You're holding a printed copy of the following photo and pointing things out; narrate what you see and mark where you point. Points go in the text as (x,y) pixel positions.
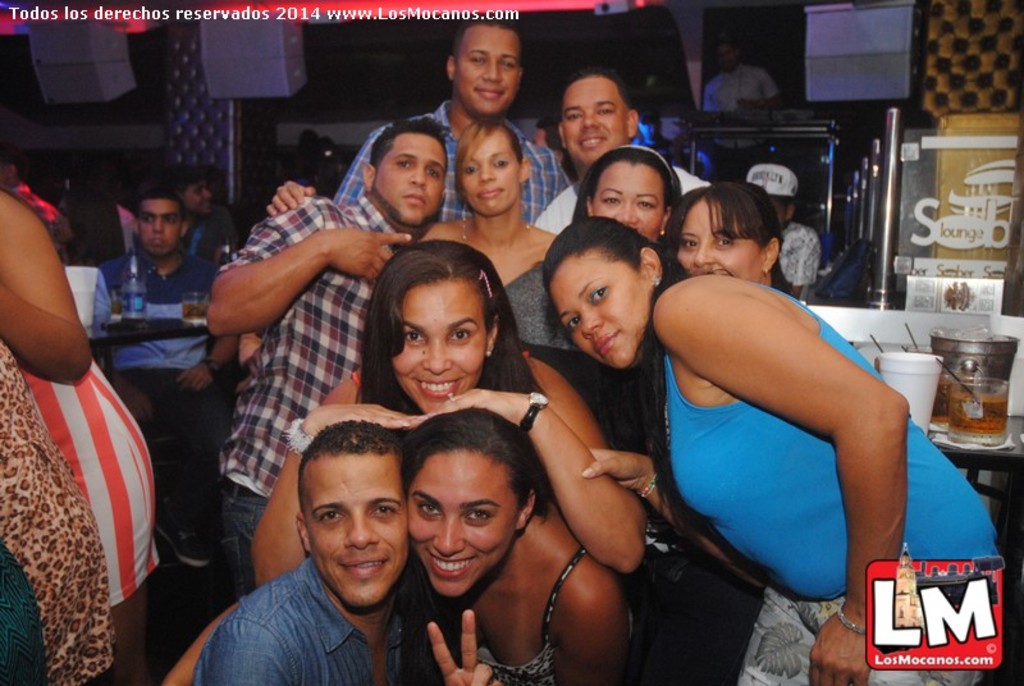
There are group of people (378,356) posing for a photograph. There are men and women (468,295) in this group (474,440). All are smiling and in the left (157,305) there is a guy (150,343) sitting in the chair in front of a table (122,341). There is a water bottle (126,287) on the table (146,319). In the right side (967,428) there are some drinks (949,393) on the table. Behind the table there are some poles (888,205). In the background (900,227) we can observe a notice board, a wall (787,59) and a person (739,75) operating some music system (730,122).
